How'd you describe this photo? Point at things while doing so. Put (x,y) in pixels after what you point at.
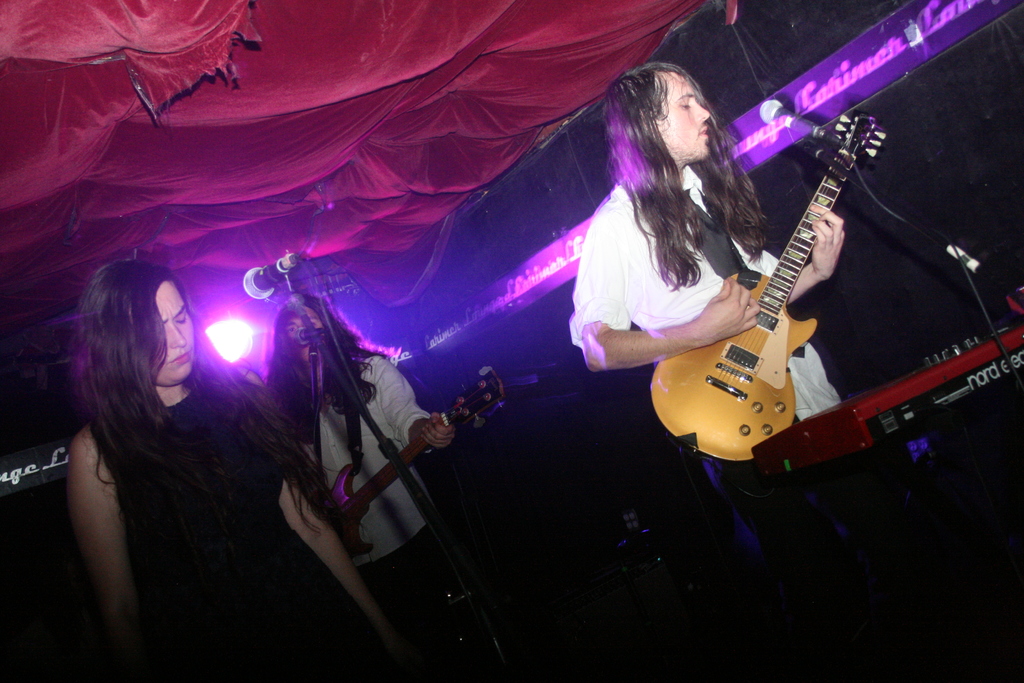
In the picture there is a woman (206,490) in front of mic (392,452). There is a guy (694,241) with long hair (689,277) playing a guitar (766,399) and, in background (388,410) there is another guy (401,515) playing guitar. There is purple light (266,318) in the total background (230,336) and above its a cloth (274,95).
